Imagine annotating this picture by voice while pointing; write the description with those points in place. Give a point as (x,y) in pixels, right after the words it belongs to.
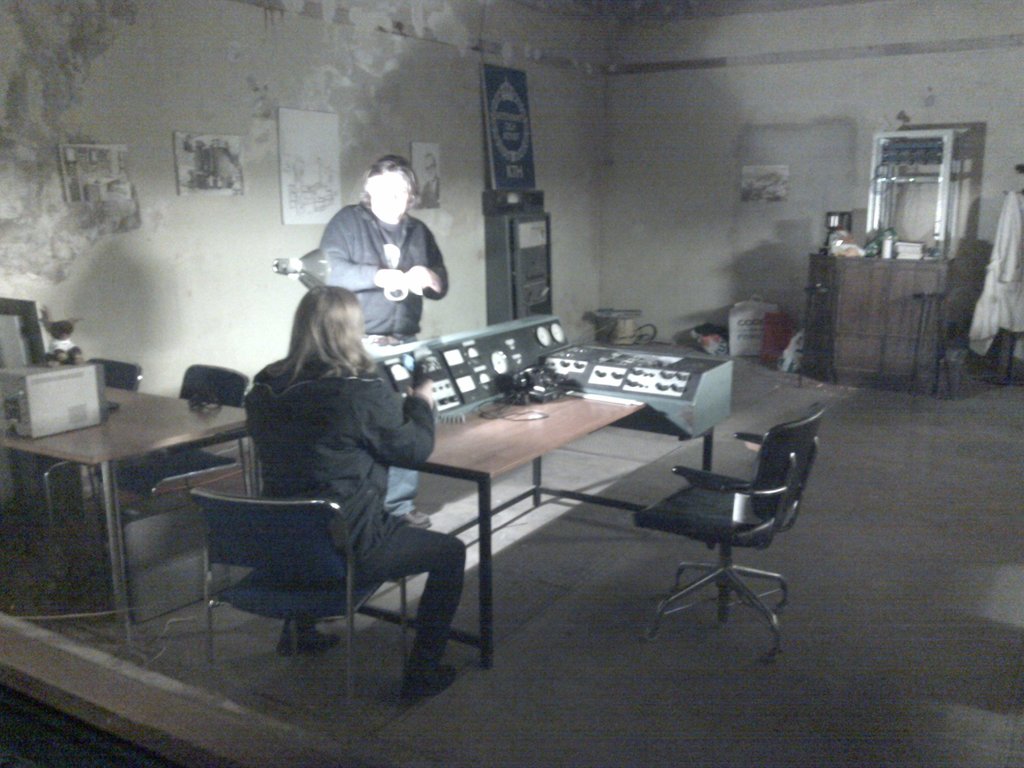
In this image I can see two people (389,456). One person (365,487) is sitting on the chair (317,519) and one person (355,267) is standing. I can see the table (557,427) in-front of these people (419,423). I can see some electronic gadgets (498,390) on it. In the back (293,172) I can see some boards (336,161) to the wall (534,126). To the right (876,312) I can see the cupboards (835,339) and I can see some objects (830,242) on it. I can also see the cloth (1012,287) to the right (1001,306).
